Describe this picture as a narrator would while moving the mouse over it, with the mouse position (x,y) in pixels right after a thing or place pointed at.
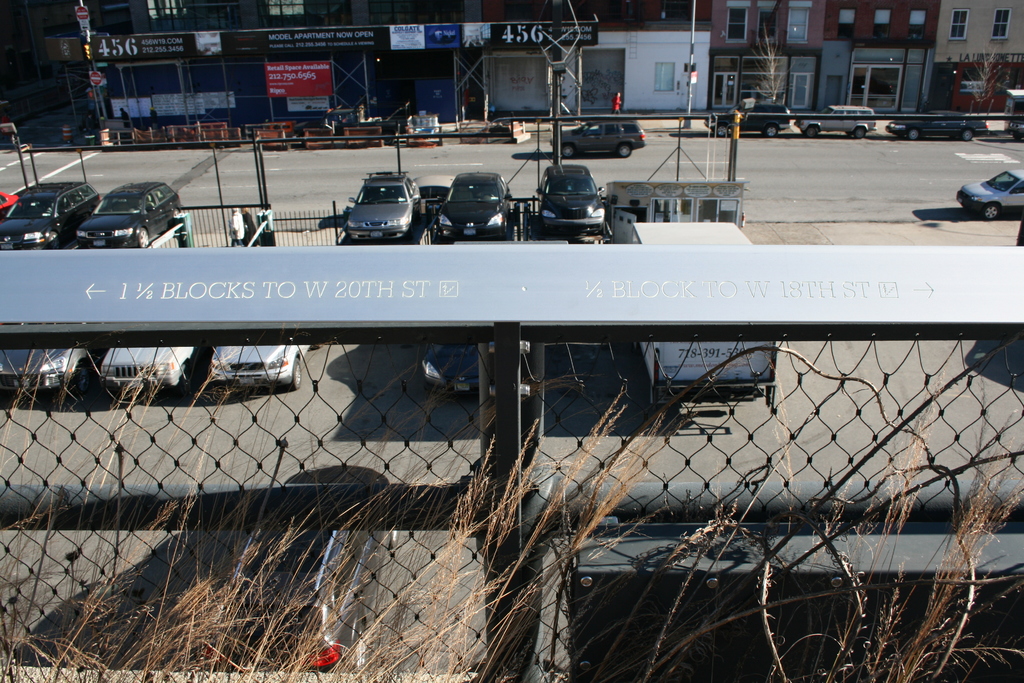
In this picture we can see vehicles (365,198), people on the road (514,151), here we can see buildings (504,92), trees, boards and some objects (738,218).
